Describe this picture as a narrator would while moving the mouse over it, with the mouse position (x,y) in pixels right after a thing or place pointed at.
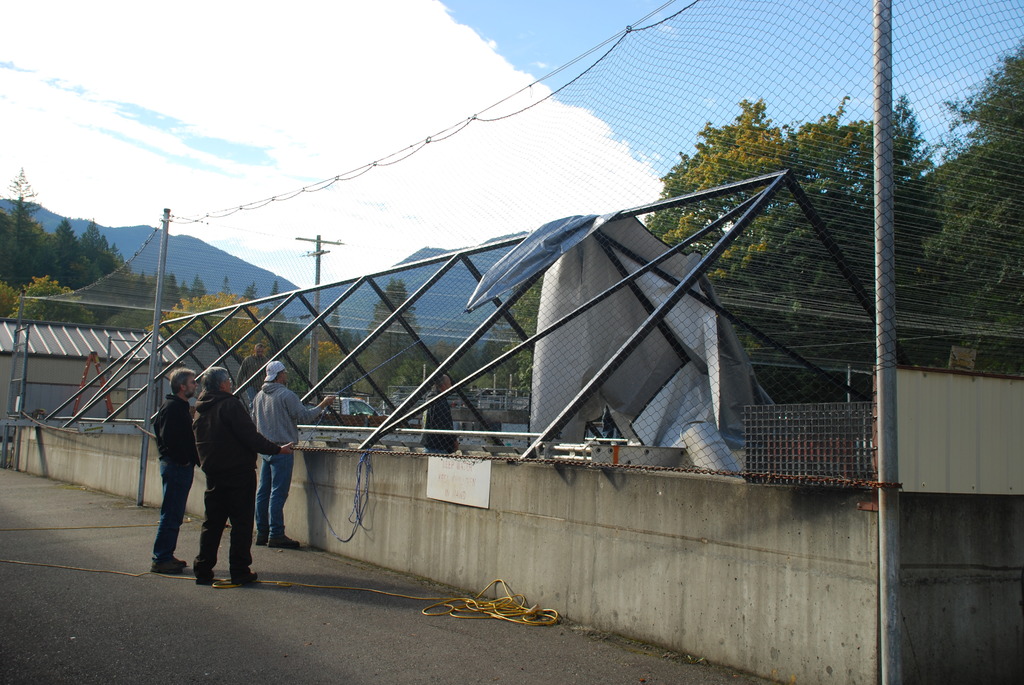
In the picture I can see three men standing on the road (170,585) and I can see one of them holding the rope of a cover (711,331). I can see the metal roofing structure (438,271). I can see the net fence (304,307). In the background (807,321), I can see the trees (229,299) and hills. There are clouds (462,99) in the sky (452,69).
